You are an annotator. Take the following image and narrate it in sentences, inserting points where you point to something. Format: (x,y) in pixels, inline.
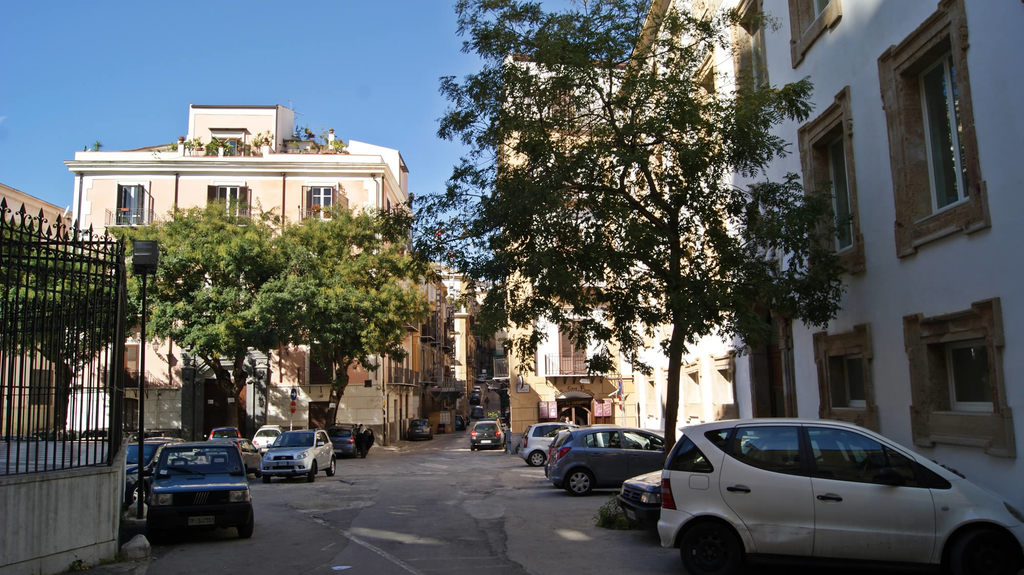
In this picture I can see the road (262,527) in front (401,567), on which there are number of cars (224,521) and I can see few trees (524,276). In the background (166,400) I can see the buildings (723,37) and the clear sky (350,98). On the left side of this image (85,261) I can see the railing (74,348).
